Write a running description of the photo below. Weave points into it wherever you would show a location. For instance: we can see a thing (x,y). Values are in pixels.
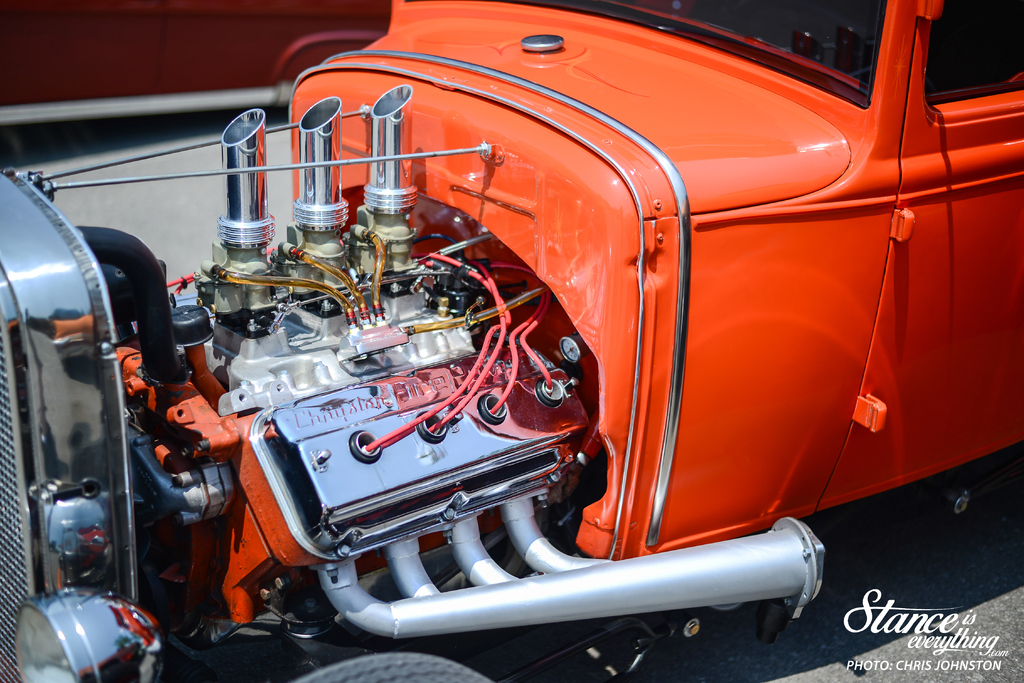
In this picture we can see a vehicle (471,436) on the ground (878,501), here we can see an engine (571,451) and in the background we can see an object (3,58), in the bottom right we can see some text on it.
